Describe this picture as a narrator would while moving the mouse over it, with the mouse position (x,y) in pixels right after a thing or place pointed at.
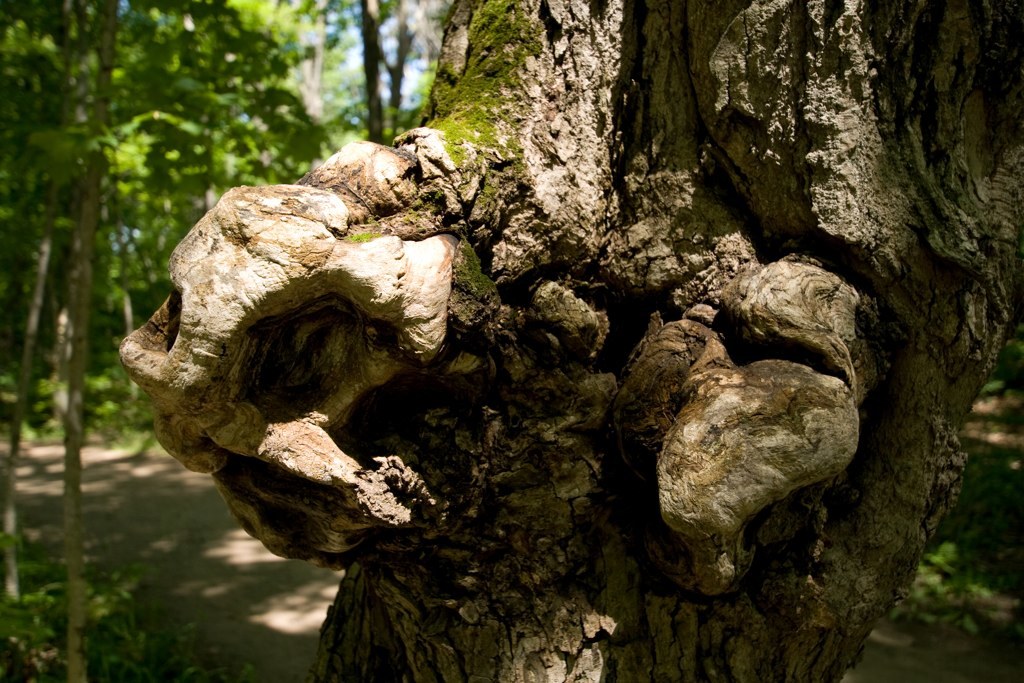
In this image we can see a trunk (637,346) of a tree (607,305). Behind the trunk (559,281) we can see a group of trees (85,378). At the top (358,28) we can see the sky (356,54).
